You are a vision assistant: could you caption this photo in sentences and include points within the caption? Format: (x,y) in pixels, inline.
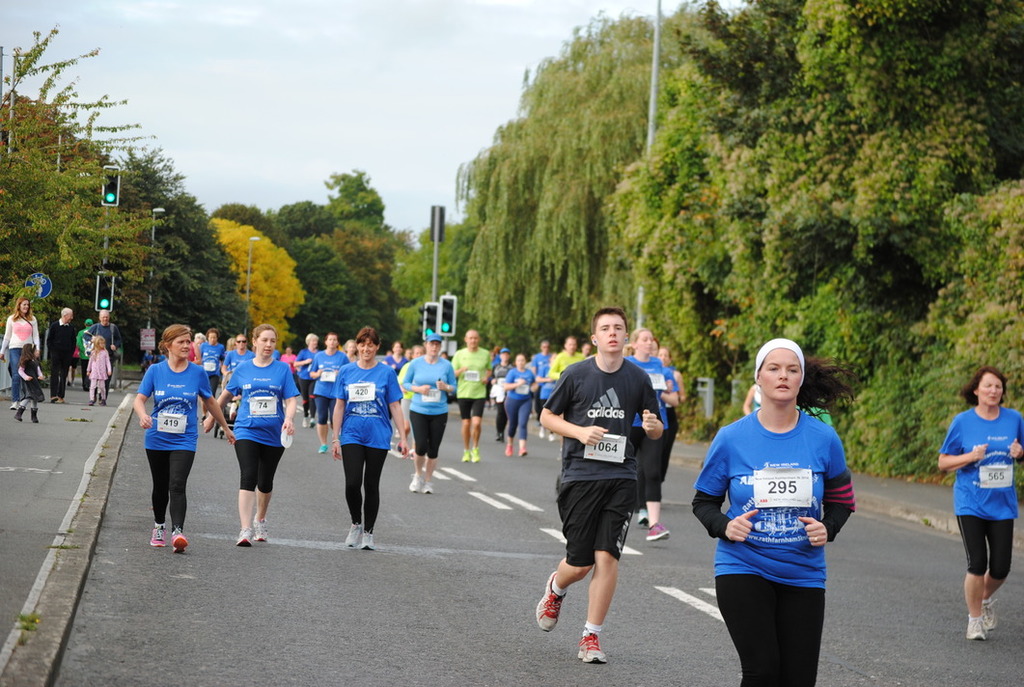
In this image we can see some people (199,365) are walking on the road (435,509), some people (332,398) are running on the road (409,488), some people (118,347) are walking on the footpath (16,441), some people (258,425) are holding some objects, two boards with poles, two lights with poles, some signal lights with poles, some grass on the ground (33,447), some poles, one objects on the ground (43,438), one yellow tree (262,301), some green trees (728,406) on the ground (68,442), at the top (281,92) there is the sky (407,151), some stickers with text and images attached to the some people (970,451) blue T-shirt (196,379).
